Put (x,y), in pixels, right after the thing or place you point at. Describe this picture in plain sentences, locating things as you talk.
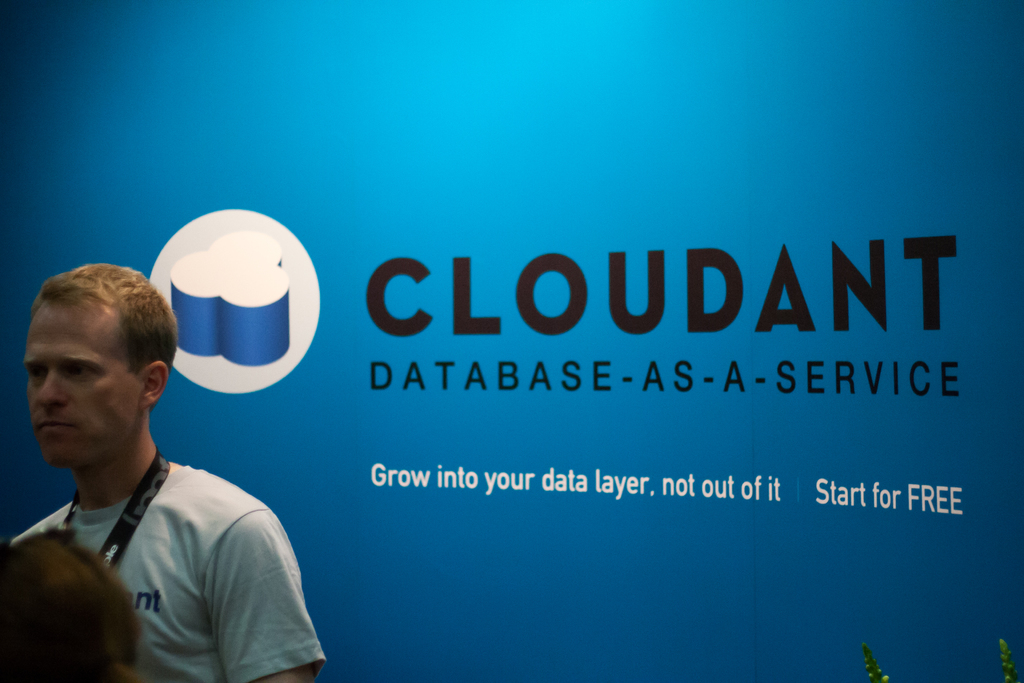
On the left side (107,440) there is a person (103,350) wearing a tag (134,507). In the back (339,140) there is a blue wall (391,135) with something written on that. Also there is a logo (295,300).
